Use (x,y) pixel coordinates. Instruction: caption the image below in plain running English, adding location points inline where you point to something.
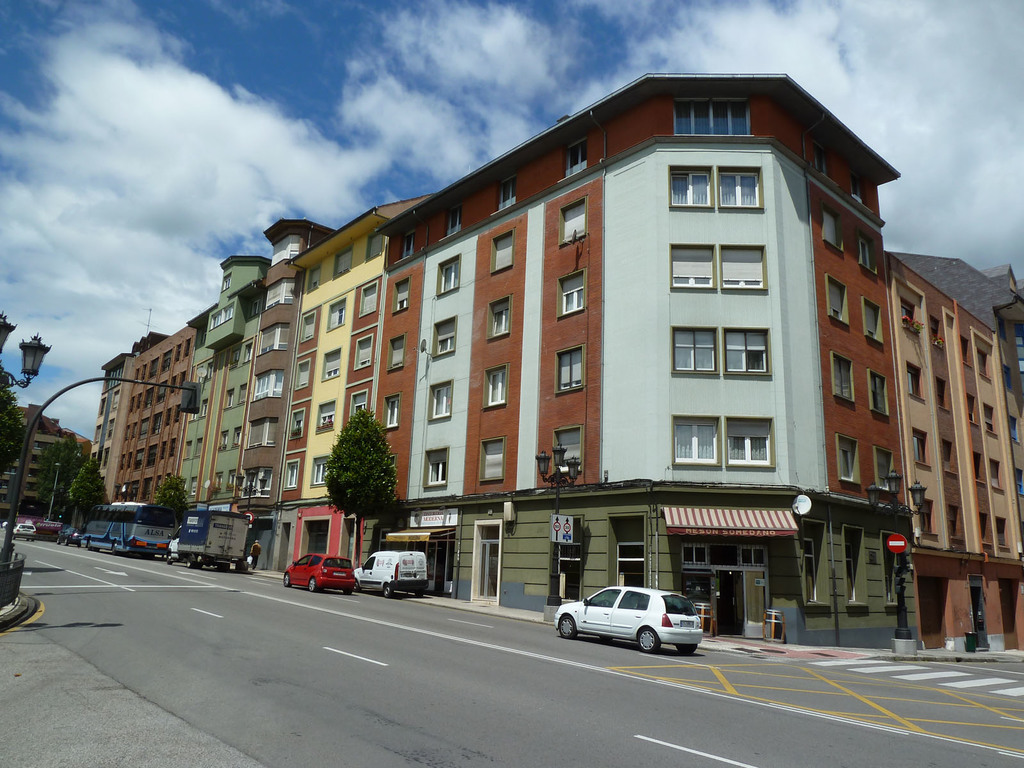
In this picture I can see the cars (422,554), trucks (214,534), bus (142,514) and other vehicles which are running on the road (669,698). In the back (821,580) I can see the buildings (483,464). On the left (40,363) I can see the street lights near to the road (85,651). On the right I can see the sign board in front of the door (742,616). In the background (350,449) I can see many trees (10,445). At the top (422,28) I can see the sky (422,28) and clouds (449,56).
